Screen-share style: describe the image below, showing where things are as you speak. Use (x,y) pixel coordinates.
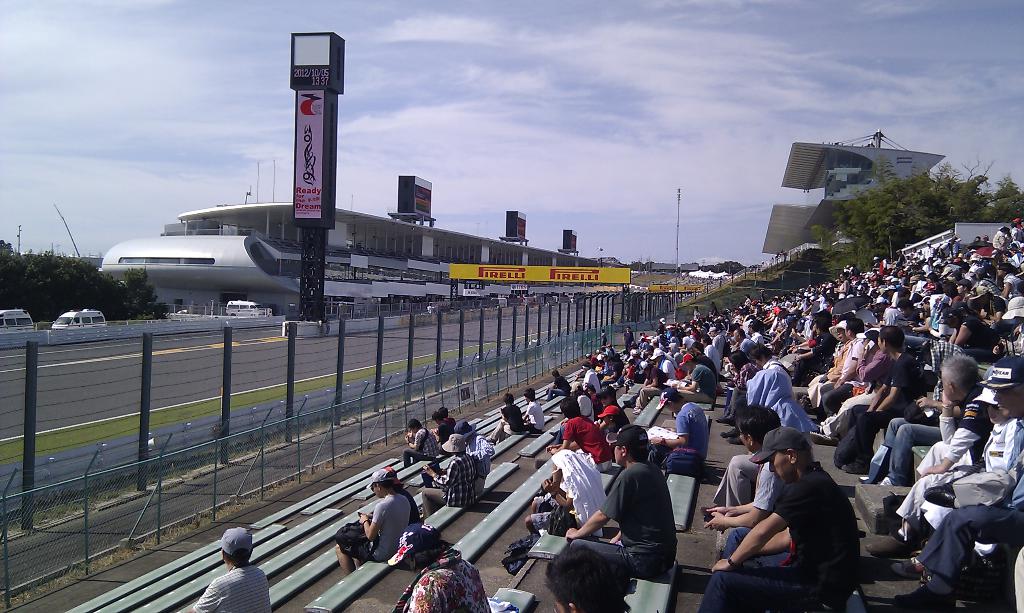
In this image we can see a stadium (416,278). There are many people (757,395) sitting in the stadium (670,486). There are few trees (75,278) at the either sides of the image. There is the cloudy sky (388,202) in the image. There is a fence (382,360) in the image. There are few objects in the image. There are few advertising boards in the image. There is a road (350,357) in the image.
